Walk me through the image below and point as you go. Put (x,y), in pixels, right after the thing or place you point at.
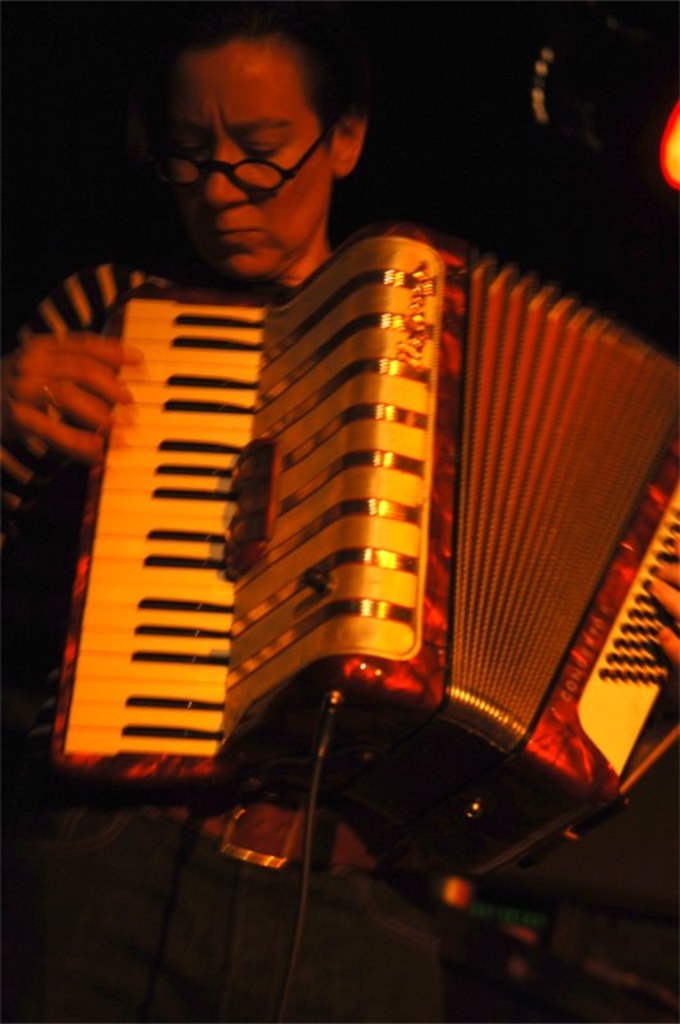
In the image there is a woman (252,229), she is playing some music instrument (406,611) and there is some orange color light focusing on the woman (286,259).
